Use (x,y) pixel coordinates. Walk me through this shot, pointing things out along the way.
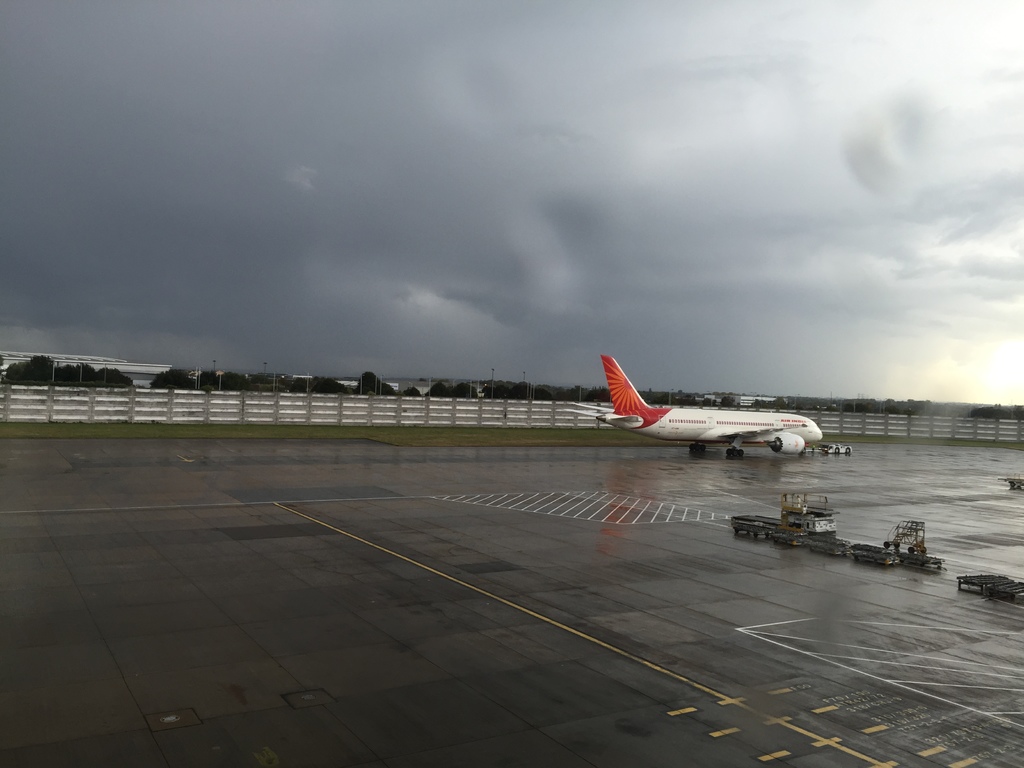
On the right side of the image (779,442) we can see an aeroplane (797,433), trolleys (992,591), tables (1008,593) and some vehicles (787,513). In the middle of the image (376,419) we can see the trees (290,386), poles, fencing (540,411). At the top of the image (546,144) we can see the clouds (546,142) are present in the sky (525,157). At the bottom of the image (440,678) we can see the road (425,660).
